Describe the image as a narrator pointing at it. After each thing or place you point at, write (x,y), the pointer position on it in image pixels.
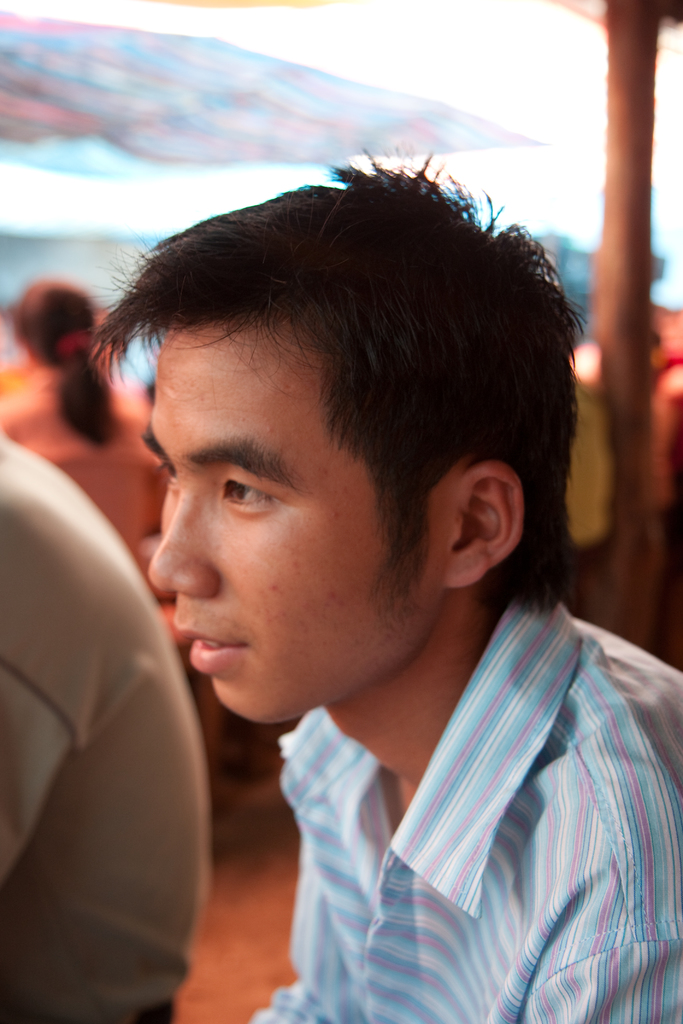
In this picture I can see a man (324,498) in front (480,367) who is wearing a shirt (486,793) which is of white, blue and pink color. In the background (48,379) I can see few persons (25,490). On the right side of this picture (617,106) I can see a brown color thing (632,202). I see that it is white color on the top of this picture (268,46).
